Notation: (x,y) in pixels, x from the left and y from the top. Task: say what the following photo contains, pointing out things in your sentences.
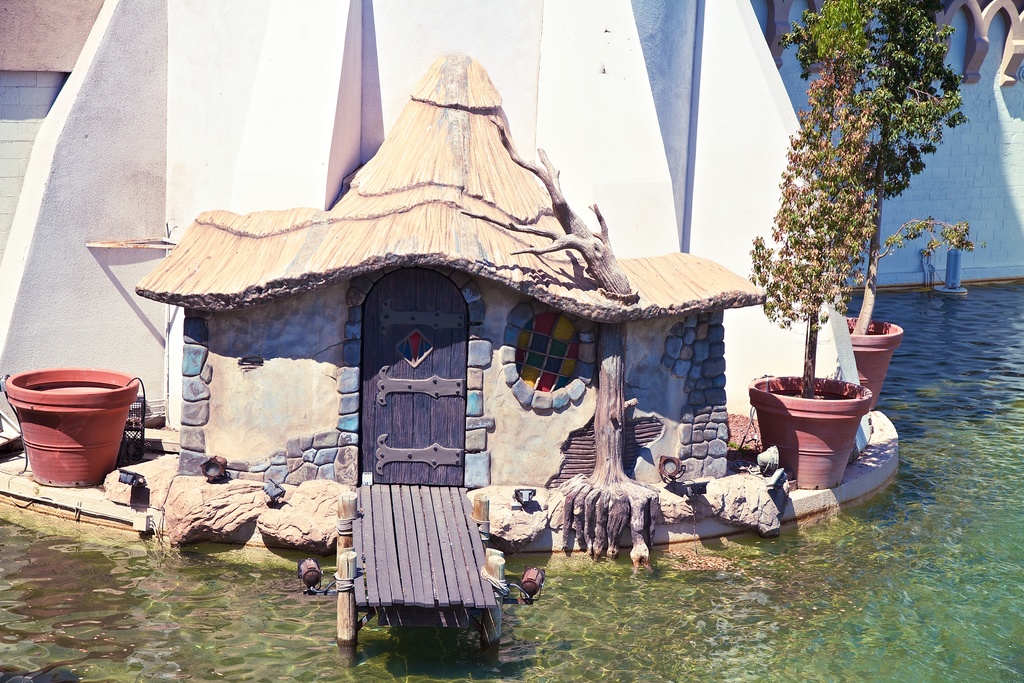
In this image in the center (407,306) there is a model (351,335) of the hut (402,386) and there are pots (832,392) with the plants (824,300). In the front (729,599) there is water (745,605) and in the background (790,76) there is a wall (987,139) on the right side (980,160).
